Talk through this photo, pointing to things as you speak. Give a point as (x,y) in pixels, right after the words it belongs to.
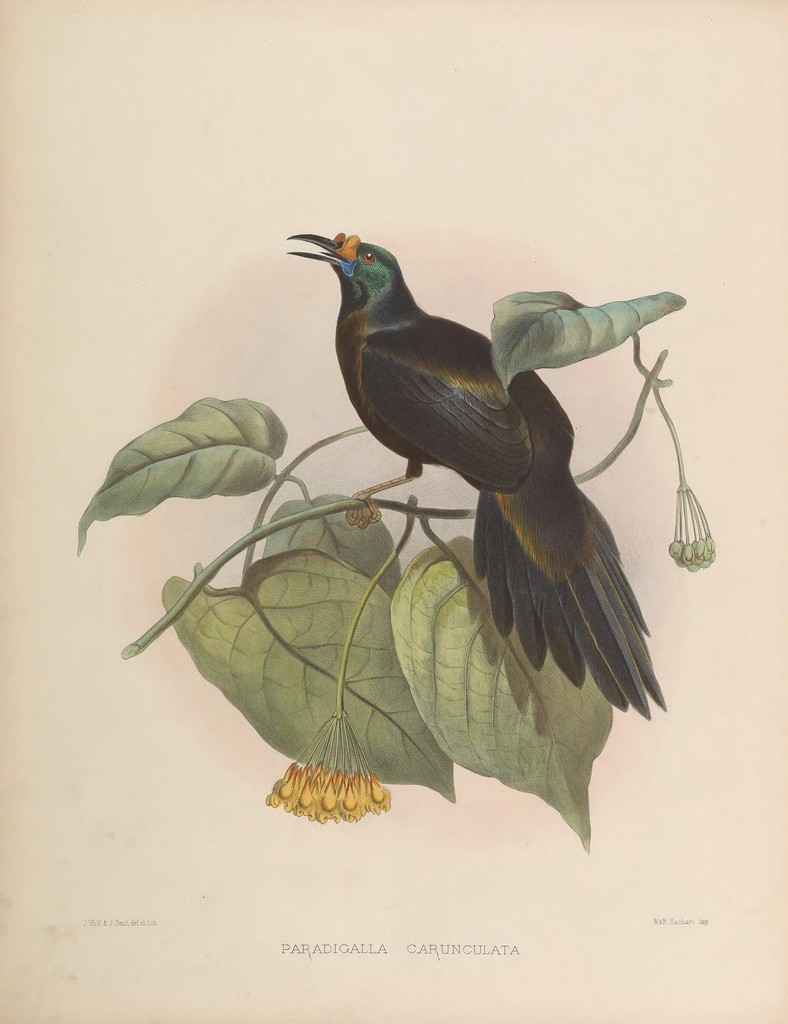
In this image there is a painting (447,615) of a bird (426,430) standing on a branch (238,541). On the branch (321,514) there are leaves (381,539) and flowers (334,763).
